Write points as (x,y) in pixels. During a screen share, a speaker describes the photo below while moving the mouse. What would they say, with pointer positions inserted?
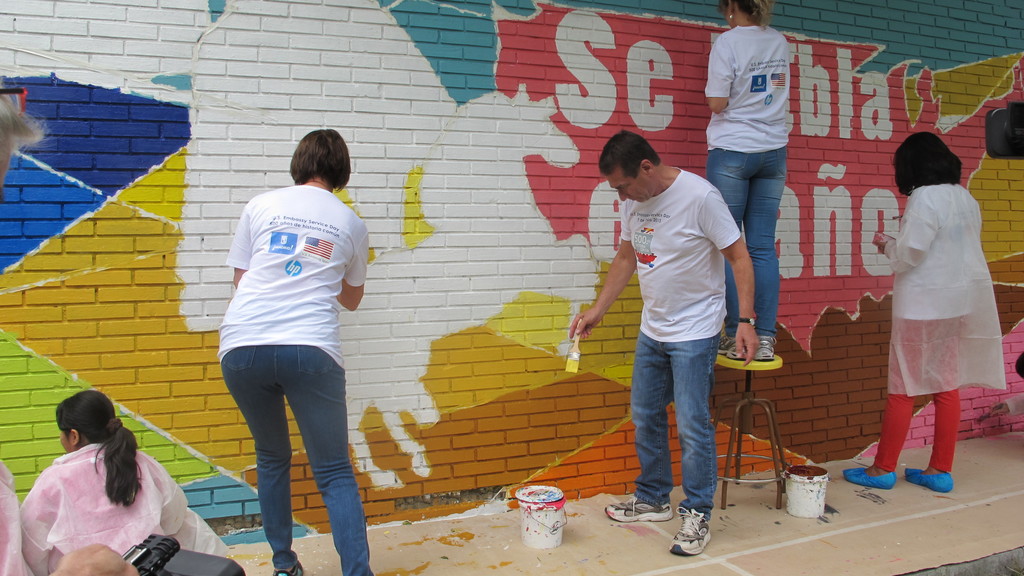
This image has three persons (746,276) wearing white shirts (716,282) and blue jeans (759,284). In the front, there is a wall (137,184) on which these persons (232,364) are painting. At the bottom (832,562), there is a floor (732,552) on which two buckets (822,496) are kept.
